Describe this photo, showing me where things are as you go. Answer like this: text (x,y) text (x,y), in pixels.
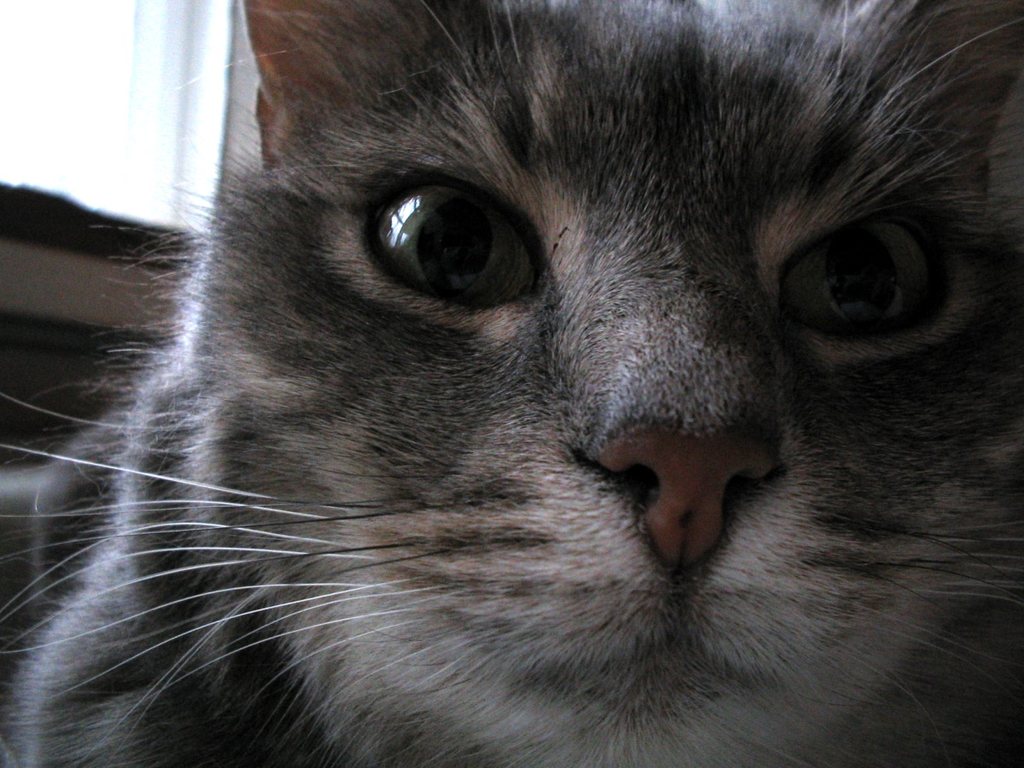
In this picture there is cat (422,443) in the front (413,477). In the background (45,210) there is an object (56,204) which is black in colour.
